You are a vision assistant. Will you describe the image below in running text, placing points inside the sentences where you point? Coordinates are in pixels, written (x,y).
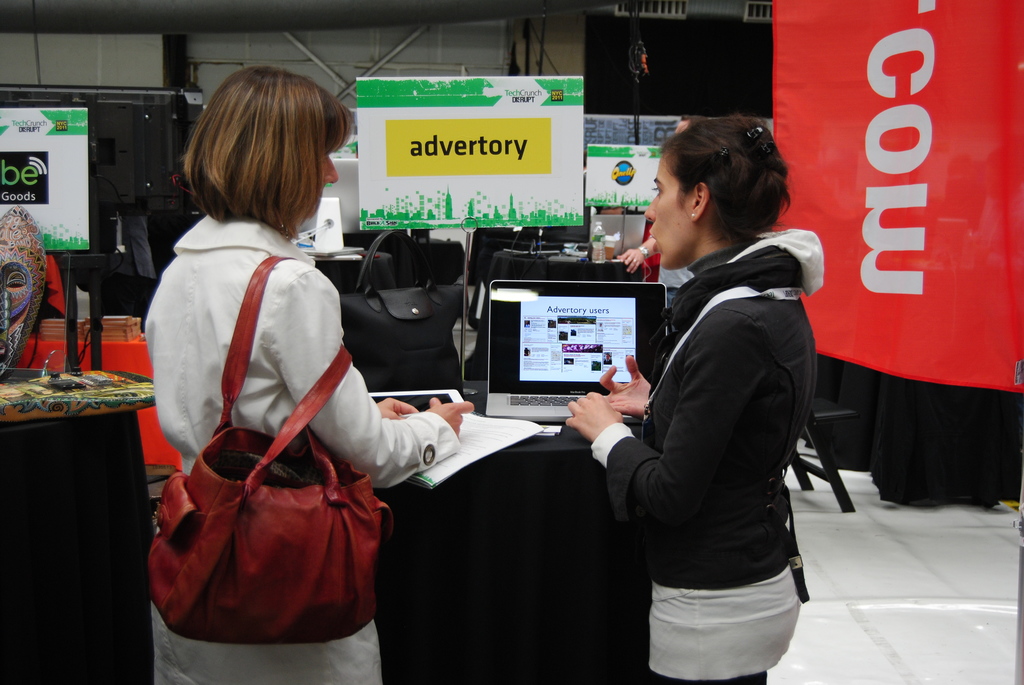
Here we can see a couple of woman (612,403) standing in front of a table (571,434) with the laptop (602,388) on it and the woman (334,428) on the left side (279,533) holding a handbag (312,415) there are other handbags (434,294) present on the table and we can see banners (392,147) here and there
